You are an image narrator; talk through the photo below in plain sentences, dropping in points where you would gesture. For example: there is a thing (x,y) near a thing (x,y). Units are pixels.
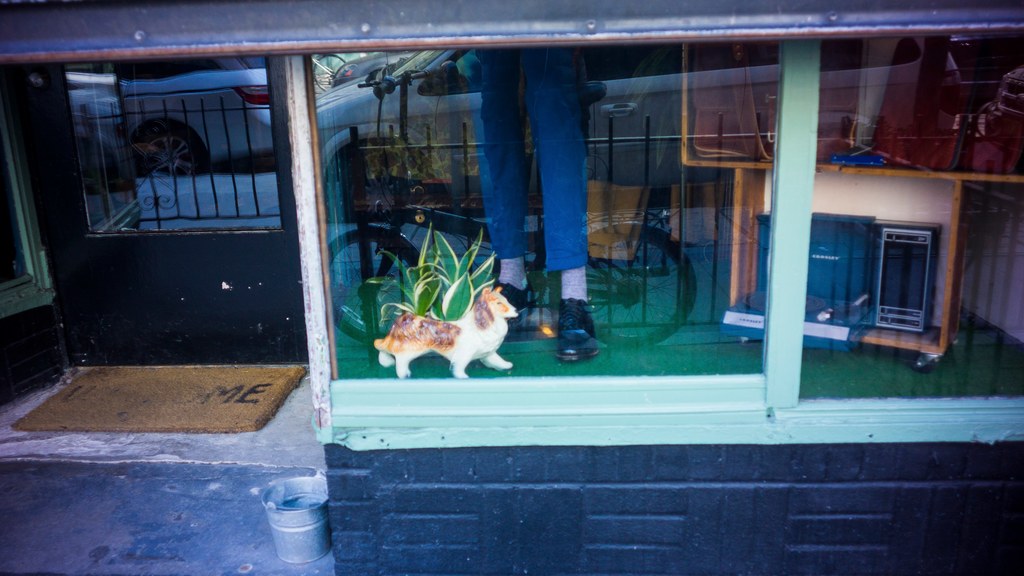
In this picture we can see a glass (549,309), from the glass (562,311) we can see a mannequin (523,252), a plant (458,281), on the left side (298,516) there is a bucket (279,496) and a mat (238,412), we can see reflection (175,148) of a car (176,114) on this glass (173,128), on the right side (895,202) there is a board (895,192), we can see a box (878,265) here.
